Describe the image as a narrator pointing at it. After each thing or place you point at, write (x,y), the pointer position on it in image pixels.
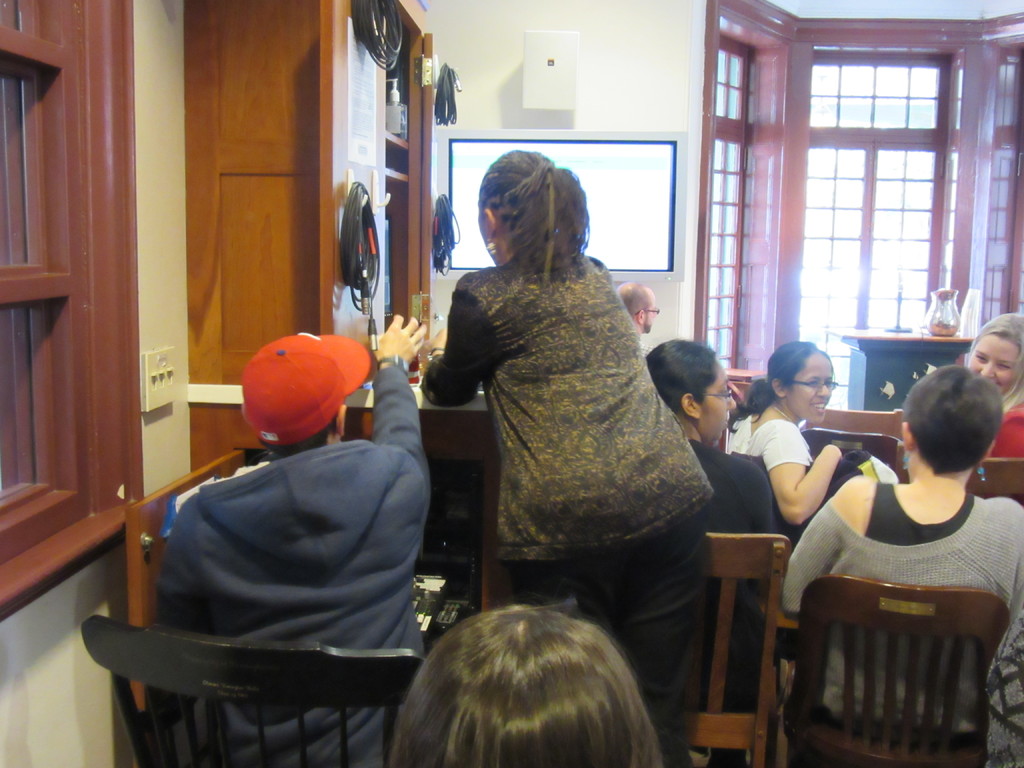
This is a picture taken in a room (987,245), there are a group of people (428,494) sitting on a chair (770,708) and a women (573,355) is standing on the floor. Background of this people (600,601) is a wall (616,75), glass window (837,200) and a television (619,199).
